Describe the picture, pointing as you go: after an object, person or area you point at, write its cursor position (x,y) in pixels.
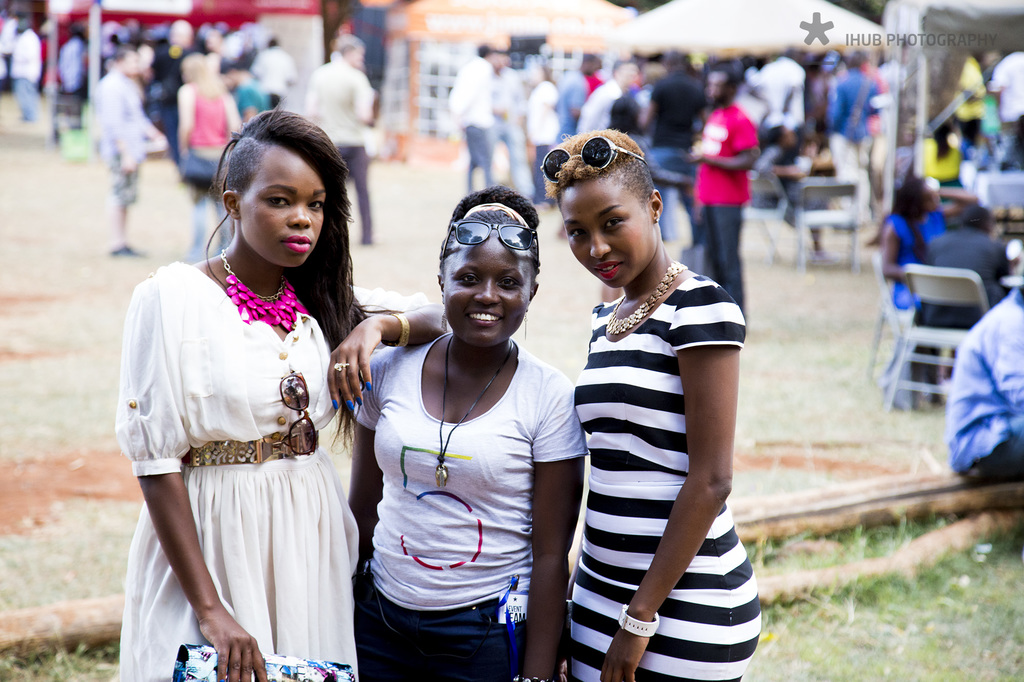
In this image, we can see people (484,319) and some are wearing glasses (296,374) and one of them is holding an object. In the background (544,56), there are tents (920,104), chairs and we can see some other objects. At the top (873,46), there is some text (859,43) and a logo (822,41) and at the bottom (762,469), there is ground (104,537) and logs (784,528).
